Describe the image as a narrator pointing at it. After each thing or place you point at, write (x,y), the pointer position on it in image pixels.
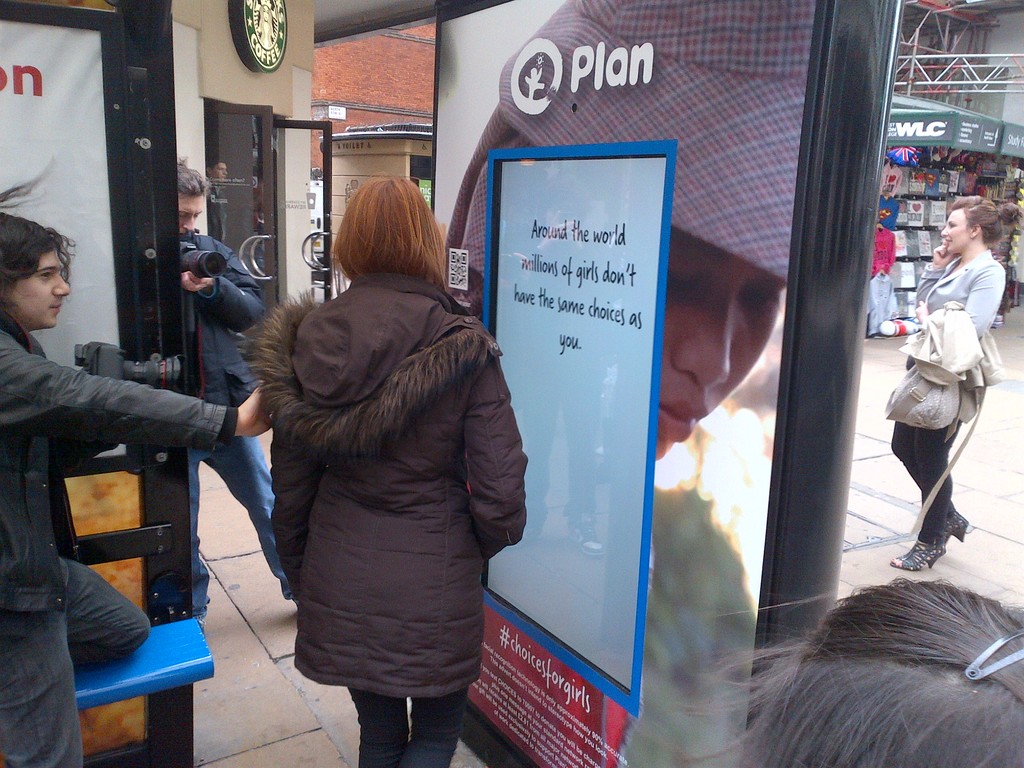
In this image I can see a group of people (425,366) on the road (243,660), boards (515,676), wall (388,108), metal rods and shops (948,152). This image is taken during a day.
